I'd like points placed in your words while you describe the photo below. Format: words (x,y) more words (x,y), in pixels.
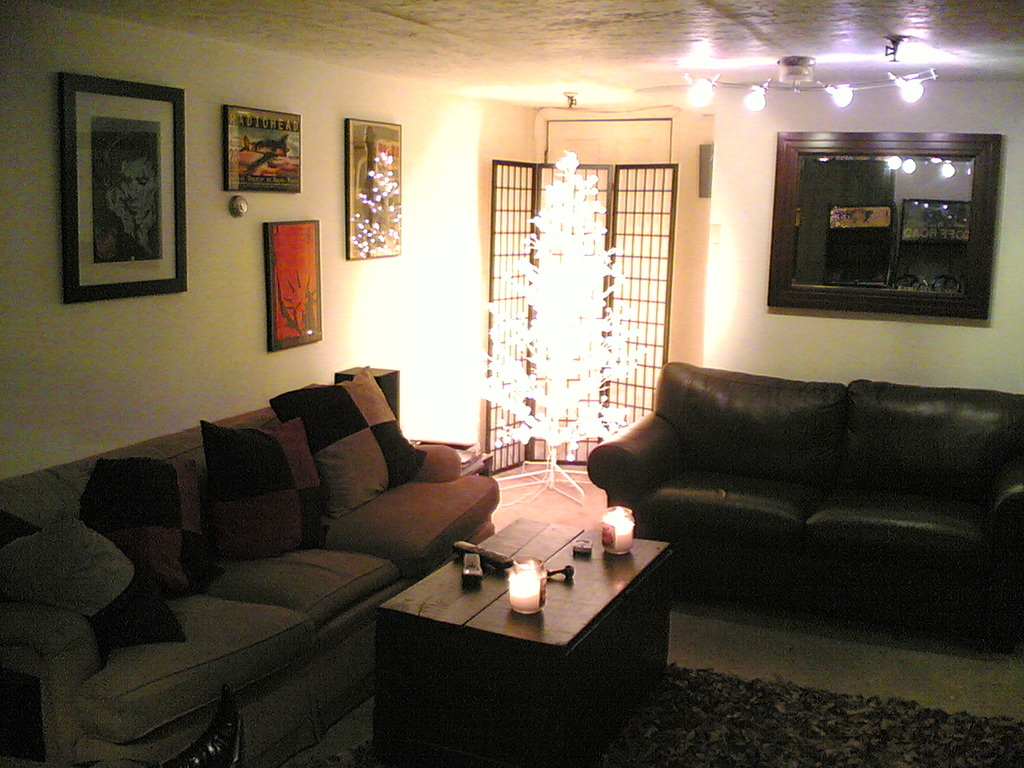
This is couch (359,510), on couch (115,680) there are pillows (150,514). On wall (346,289) there are different type of photos (377,247). Light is attached to a roof (851,48). Mirror (942,188) is attached to a wall (952,362). This is a Christmas tree (543,389). In-front of this couch (219,659) there is a table (643,583). On a table (646,568) there is a remote (485,558), mobile (473,578) and candle (520,589) in a jar (537,599). Floor (944,693) with carpet (817,715).
